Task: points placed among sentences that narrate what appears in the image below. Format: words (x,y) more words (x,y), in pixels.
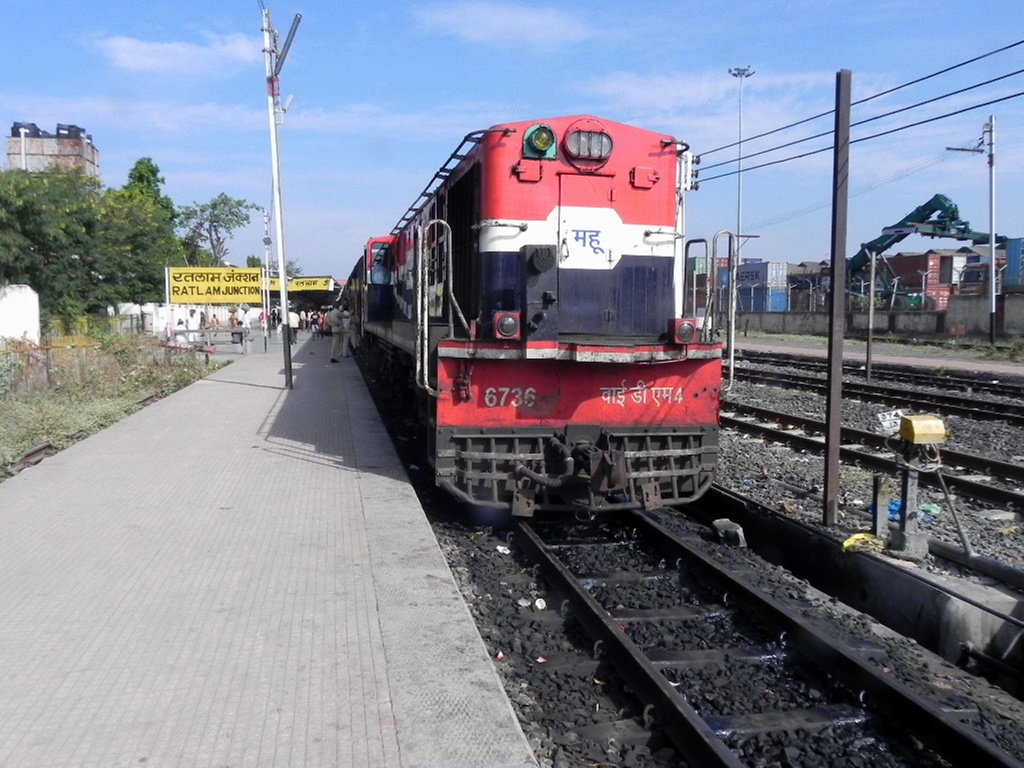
In this picture I can see the tracks (890,719) and on the left track (564,535) I can see a train (565,274) and on the left side of this image (268,482) I see the platform (265,442), on which there are number of people (243,325). In the middle of this picture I see few trees (46,312), boards (207,284) on which there is something written, number of poles (263,11), wires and I see the plants (72,308). In the background (386,96) I see the clear sky (750,110).
